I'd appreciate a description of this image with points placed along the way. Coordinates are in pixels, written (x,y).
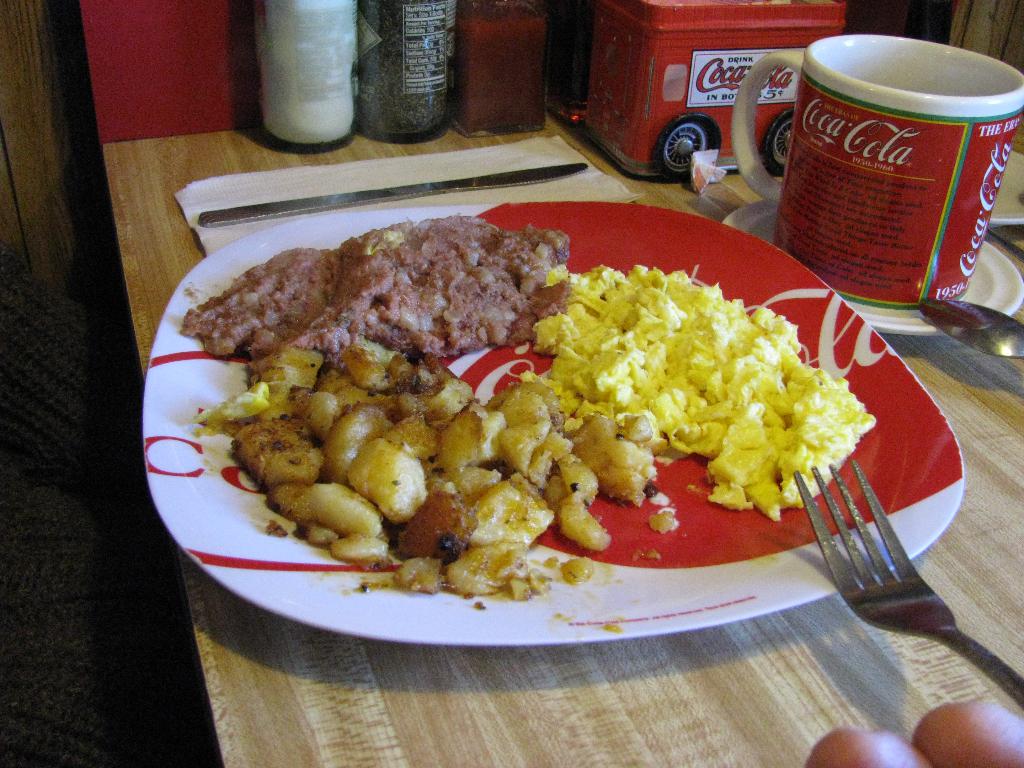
In this picture we can see food (676,425) in the plate (733,516), beside the plate (895,426) we can see a cup (882,241), knife (441,180), bottles (418,121) and other things (356,166) on the table (977,672), in the bottom right hand corner (854,557) we can see fingers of a person (1020,751) and a fork (846,572).
